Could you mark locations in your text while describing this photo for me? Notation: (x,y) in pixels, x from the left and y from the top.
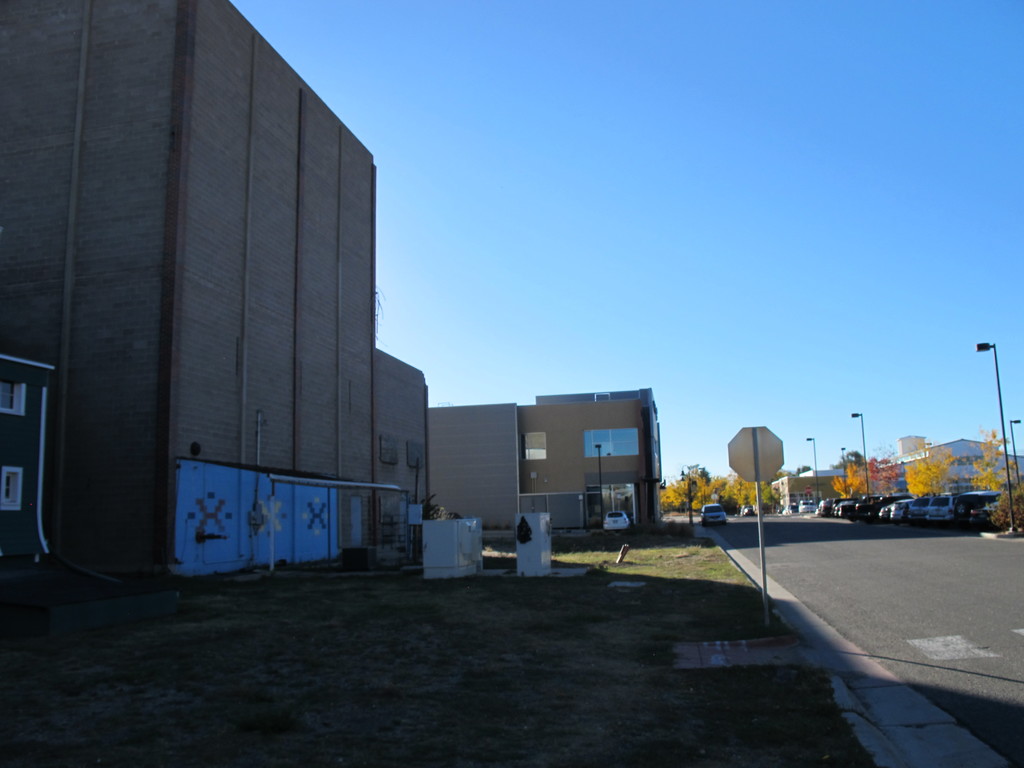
In this image I can see the road (867,596). On the road (872,529) there are many vehicles (916,510). To the side of the road (748,553) I can see many light poles (692,509) and the trees (729,503). To the left (219,514) I can see the building (179,377). In the back (723,260) there is a blue sky (720,272).
